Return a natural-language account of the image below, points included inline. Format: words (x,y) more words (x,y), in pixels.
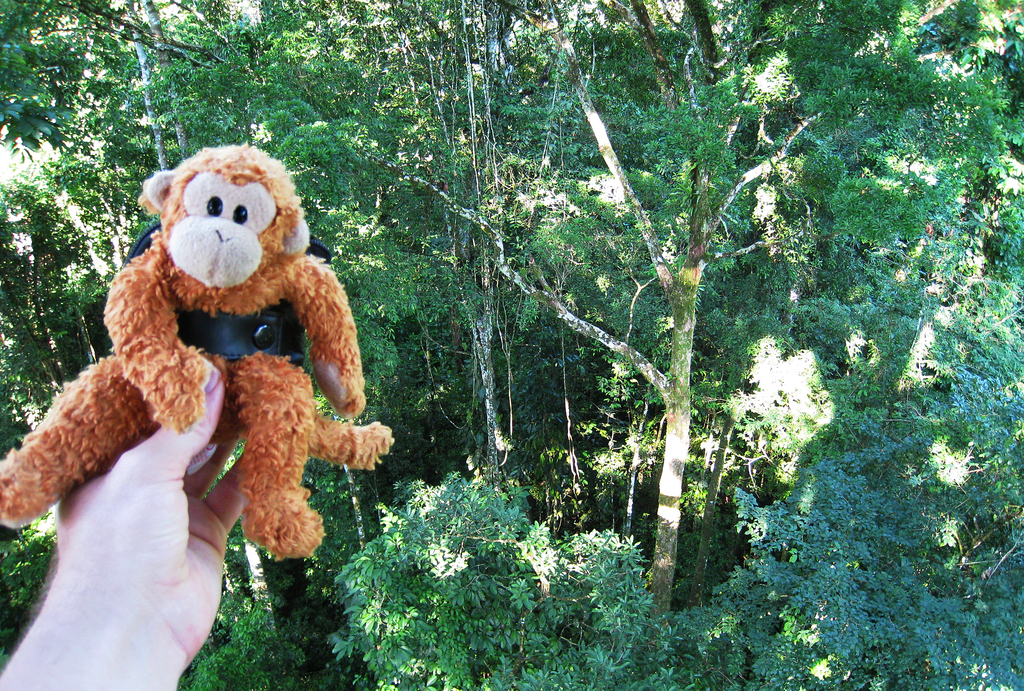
There is a hand (81,673) of a person (98,666) holding a brown color doll (273,228). In the background (529,656), there are trees (179,94), which are having green color leaves (861,295).
